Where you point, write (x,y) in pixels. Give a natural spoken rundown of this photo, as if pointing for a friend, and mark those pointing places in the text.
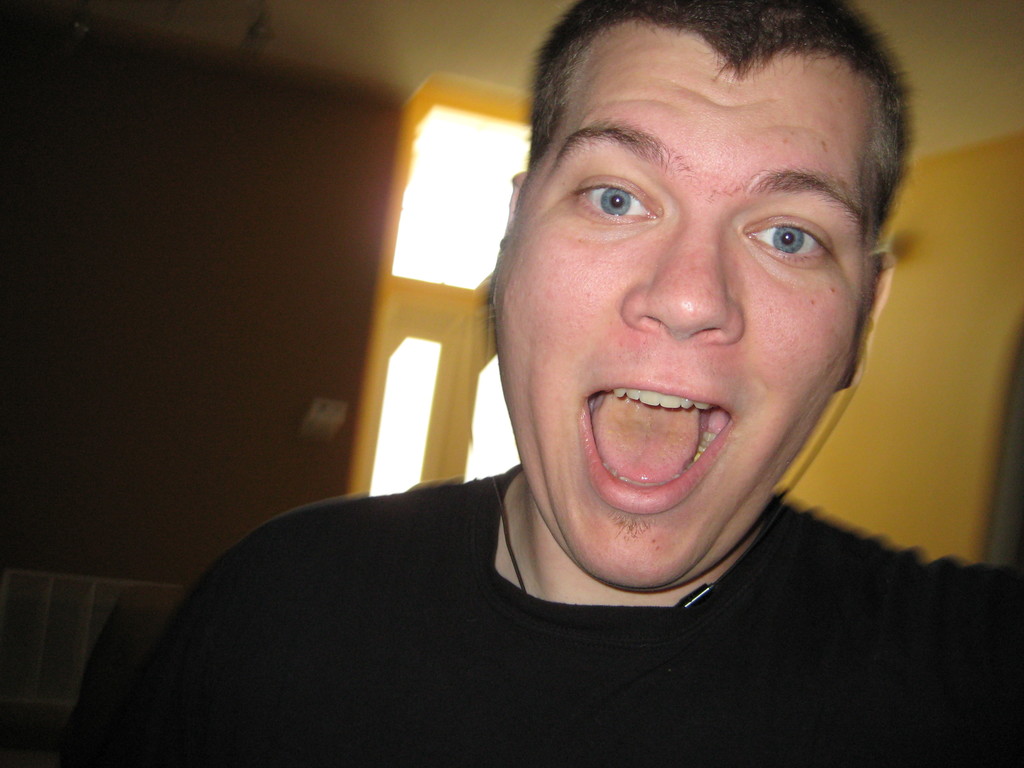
In the center of the image (606,495) we can see a man (560,359) is shouting and wearing headset (749,546), black t-shirt (665,697). In the background of the image (1004,161) we can see the wall (242,243), window (410,273), switch board (325,404). At the top of the image (449,46) we can see the roof (461,38). In the bottom left corner (92,626) we can see a chair (79,604).
